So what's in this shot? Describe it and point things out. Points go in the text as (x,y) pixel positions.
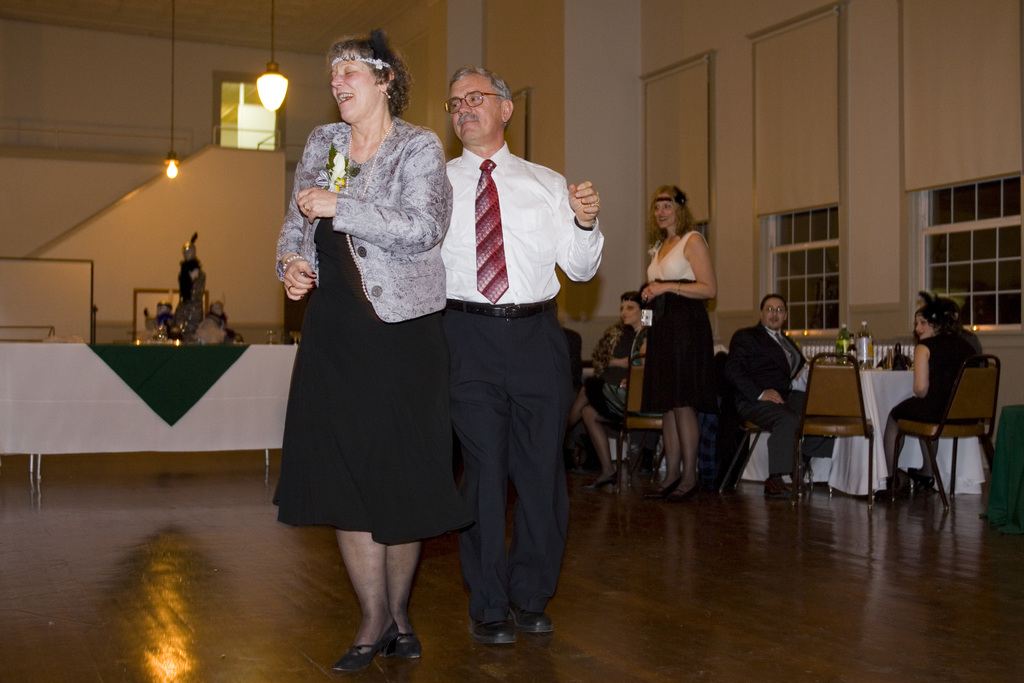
In this image I can see a man (482,368) and two women (429,367) are standing on the floor (511,505). In the background (797,351) I can see people (917,368) sitting on chairs (842,375) in front of tables (884,397). Here I can see a table (127,373) which has some objects (181,313) on it. In the background (249,97) I can see lights (176,168), a wall (151,197), a window (224,118) and other objects (163,340).
